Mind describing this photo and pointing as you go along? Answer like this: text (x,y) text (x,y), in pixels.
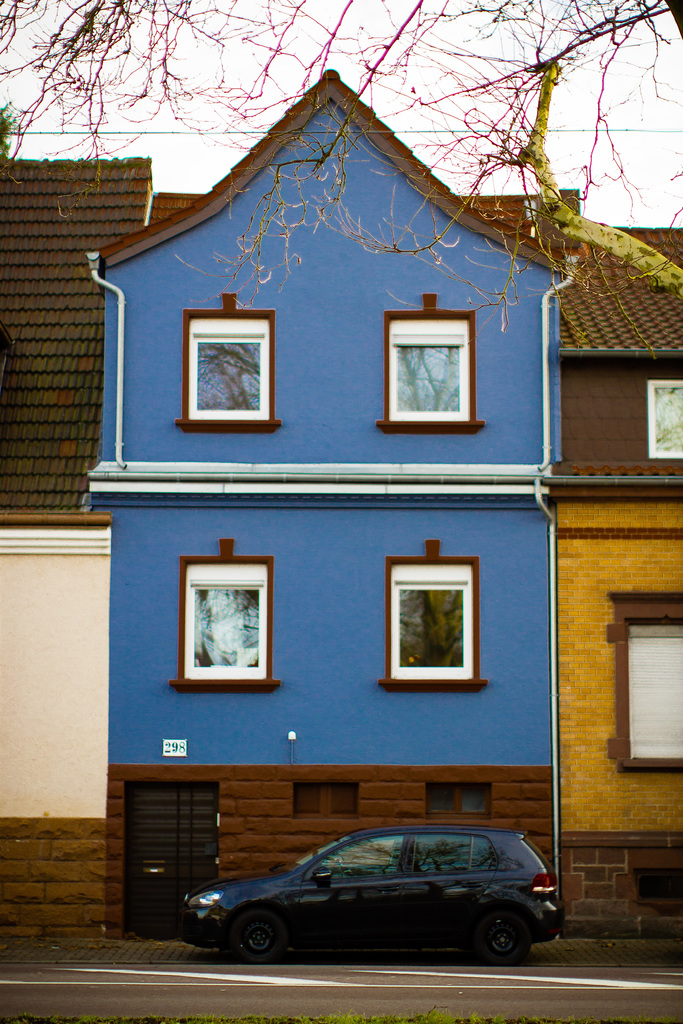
In this image in the center (282,501) there are buildings (339,736), and at the bottom (341,910) there is one car (272,925) and a road (607,969). And at the top of the image (304,81) there are some trees (515,95).
